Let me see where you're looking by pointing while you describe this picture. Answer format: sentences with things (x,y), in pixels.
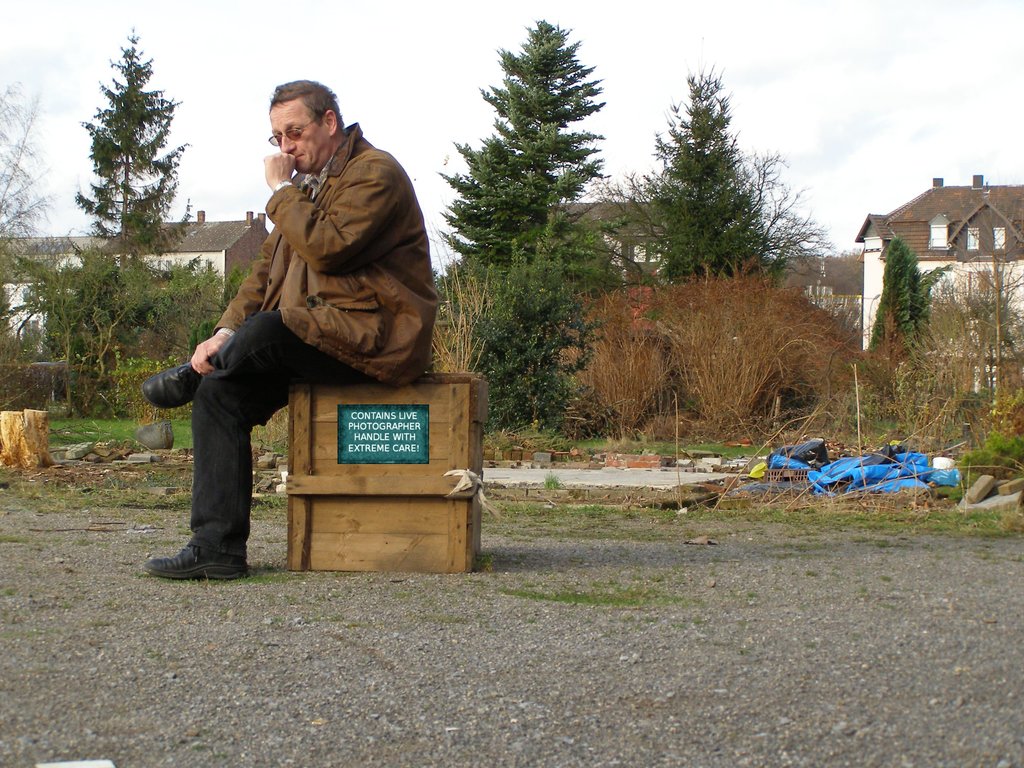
As we can see in the image there is a man (303,267) sitting on box (392,526). There are trees (163,208), grass (264,507), buildings (172,225) and on the top (556,14) there is sky (373,14).
